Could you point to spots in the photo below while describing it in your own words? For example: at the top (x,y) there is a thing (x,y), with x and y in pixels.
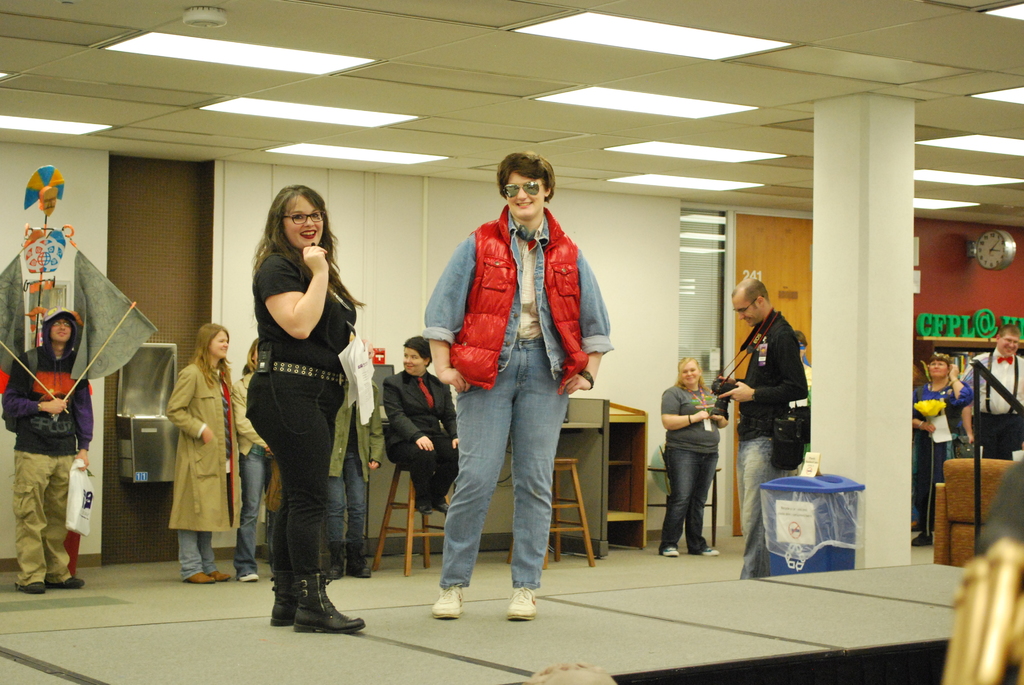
In this image we can see a group of people (1001,409) standing on the floor (265,564). To the right side of the image (960,471) we can see a sofa (983,488), poles (976,510), trash bin (838,541) placed on the ground (857,575). One person (775,347) is holding a camera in his hands (727,393). To the left side of the image (68,385) we can see a person (58,409) holding sticks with his hand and a bag (81,504) in the other hand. In the background (161,458), we can see a metal container (162,474) on the wall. One person (436,444) is sitting on chair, table (588,427), some books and some letters (972,334) placed on the racks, a clock (997,262) on the wall (972,317), pillar (844,408) and group of lights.
